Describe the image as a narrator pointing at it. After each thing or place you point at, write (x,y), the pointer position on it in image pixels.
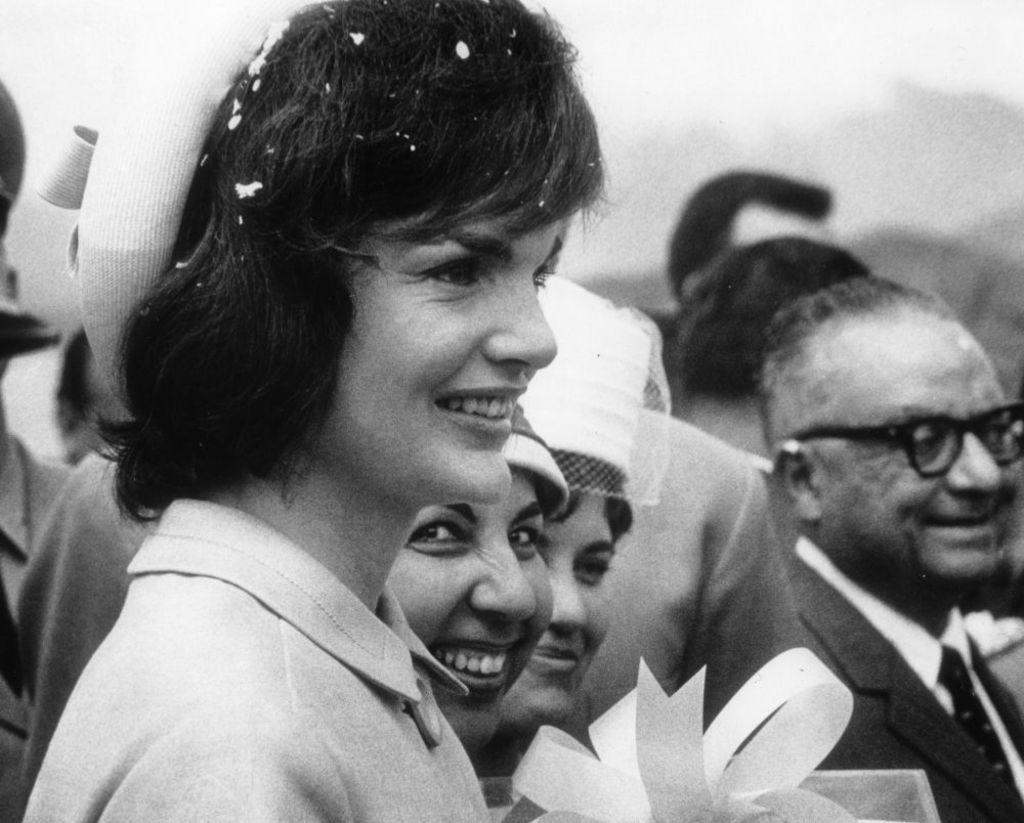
This is a black and white picture. Here we can see few persons (594,534) and they are smiling. There is a blur background (1010,326).
